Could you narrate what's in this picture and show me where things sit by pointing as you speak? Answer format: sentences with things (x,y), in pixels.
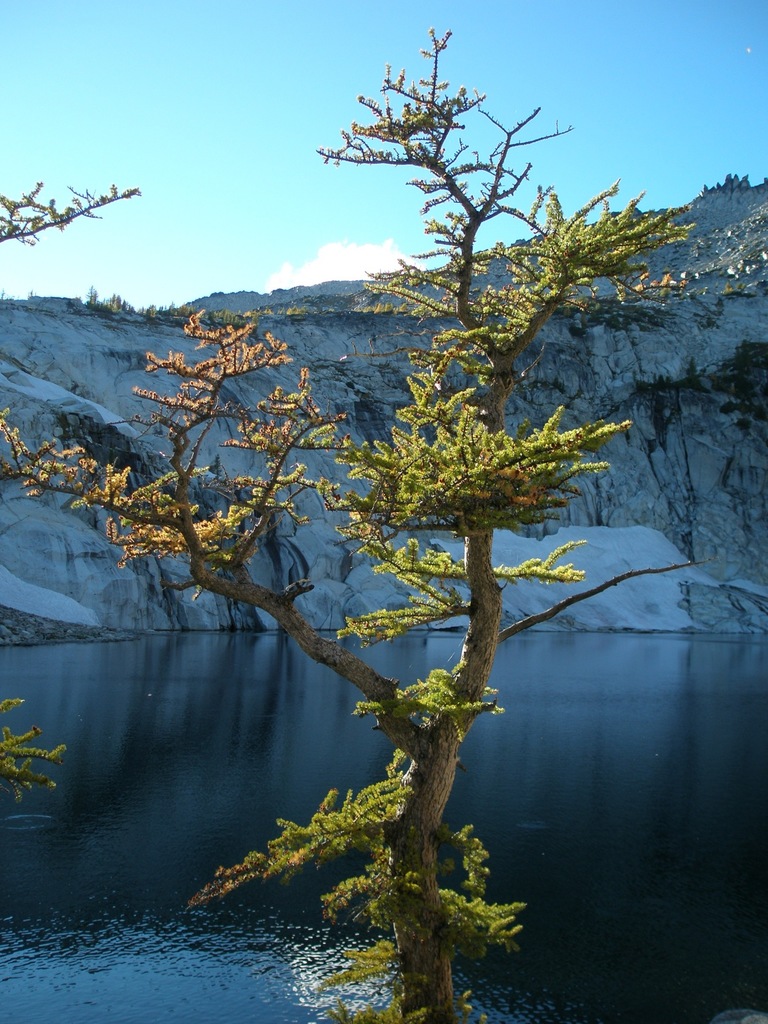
In this picture I can observe tree (495,454) in the middle of the picture (478,537). Behind the tree (206,386) I can observe a pond (341,690). In the background (350,359) I can observe small hill (292,291) and sky (190,112).
